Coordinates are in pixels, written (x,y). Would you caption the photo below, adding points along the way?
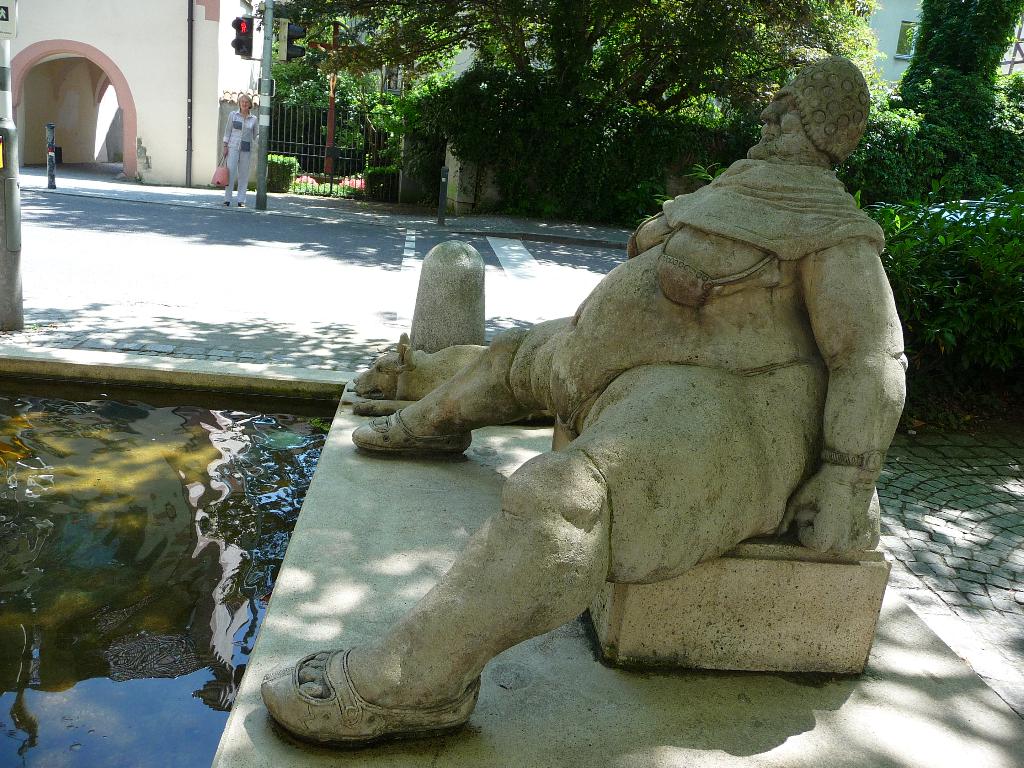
In this image I can see a statue (624,284) of a person (573,361) and a dog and in front of the statues (515,330) there is water (3,763). In the background (117,307) I can see the road (109,282) and there is a woman (234,159) holding bag (223,165) and standing on a footpath (384,219) and there is a pole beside the woman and a building (227,47) and there are lots of plants (295,184) and trees (1003,48).
